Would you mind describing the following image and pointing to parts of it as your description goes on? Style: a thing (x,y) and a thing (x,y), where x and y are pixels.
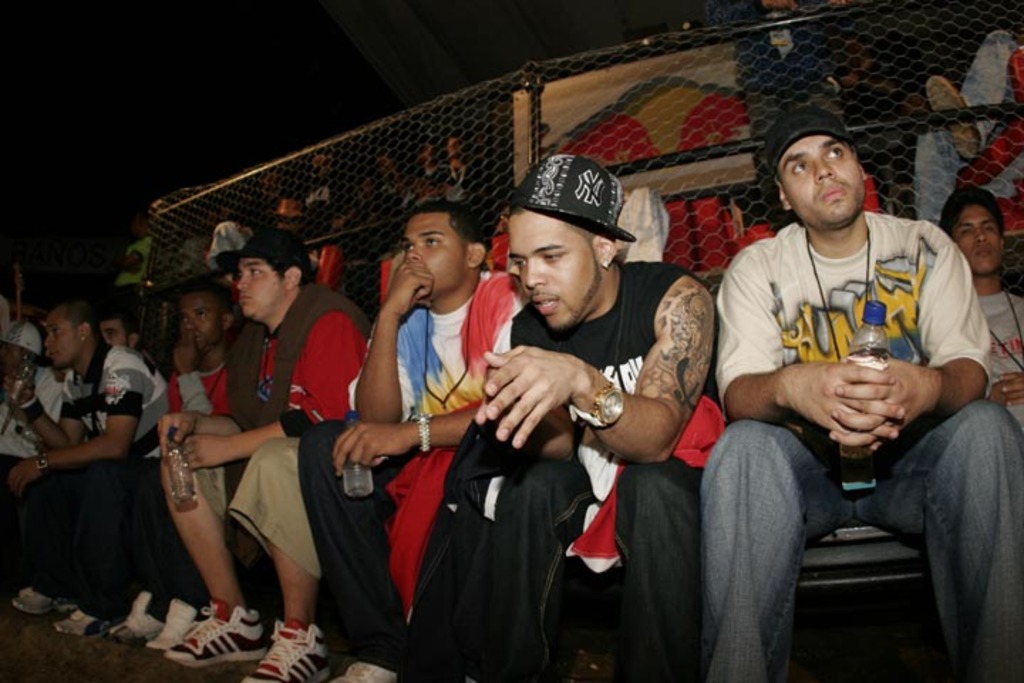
In this picture we can see some people (599,558) sitting in the front (422,396), these people (332,399) wore shoes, a man (786,494) on the right side (796,441) is holding a bottle (864,374), in the background (707,268) there is fencing (676,126).
